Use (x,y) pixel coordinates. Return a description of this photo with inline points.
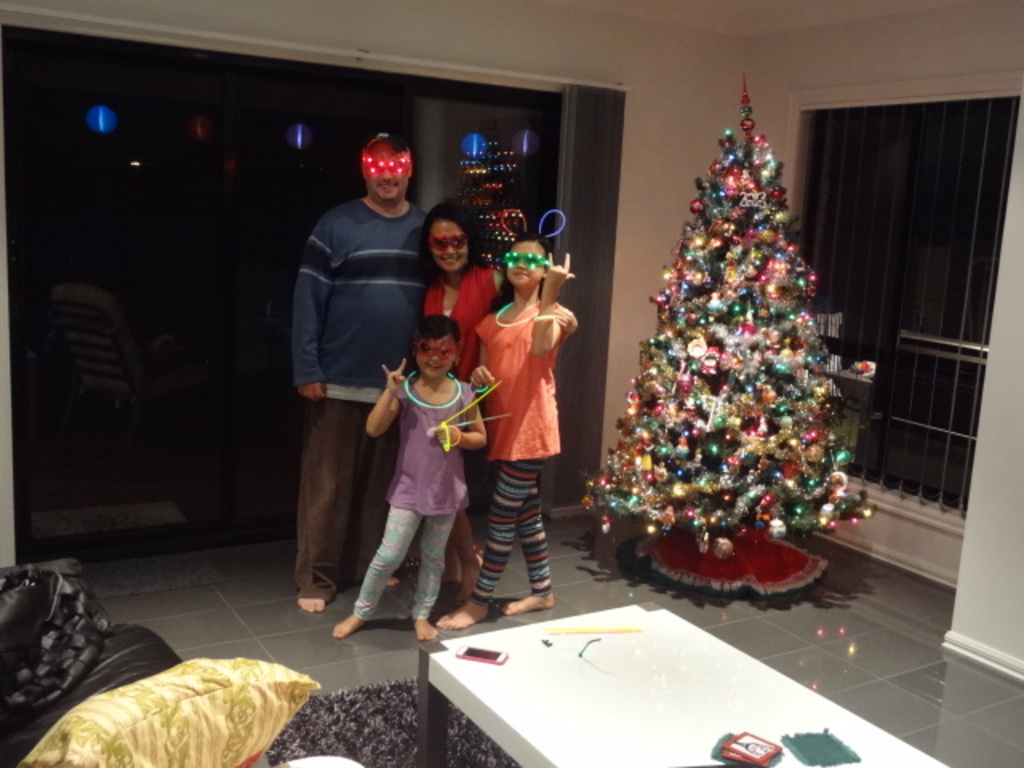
This is the man (345,253), woman (467,333) and two girls (530,293) standing and smiling. This looks like a Christmas tree (746,313), which is decorated. I can see a table (573,708) with a mobile phone (461,657), cards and few other things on it. This is a carpet (383,726) on the floor (309,652). I can see a couch (111,688) with a cushion (126,686). This looks like a glass door (266,533). I think this is a window (883,287). I can see the reflections (113,122) of the lights (520,139) on the glass door (125,118).
